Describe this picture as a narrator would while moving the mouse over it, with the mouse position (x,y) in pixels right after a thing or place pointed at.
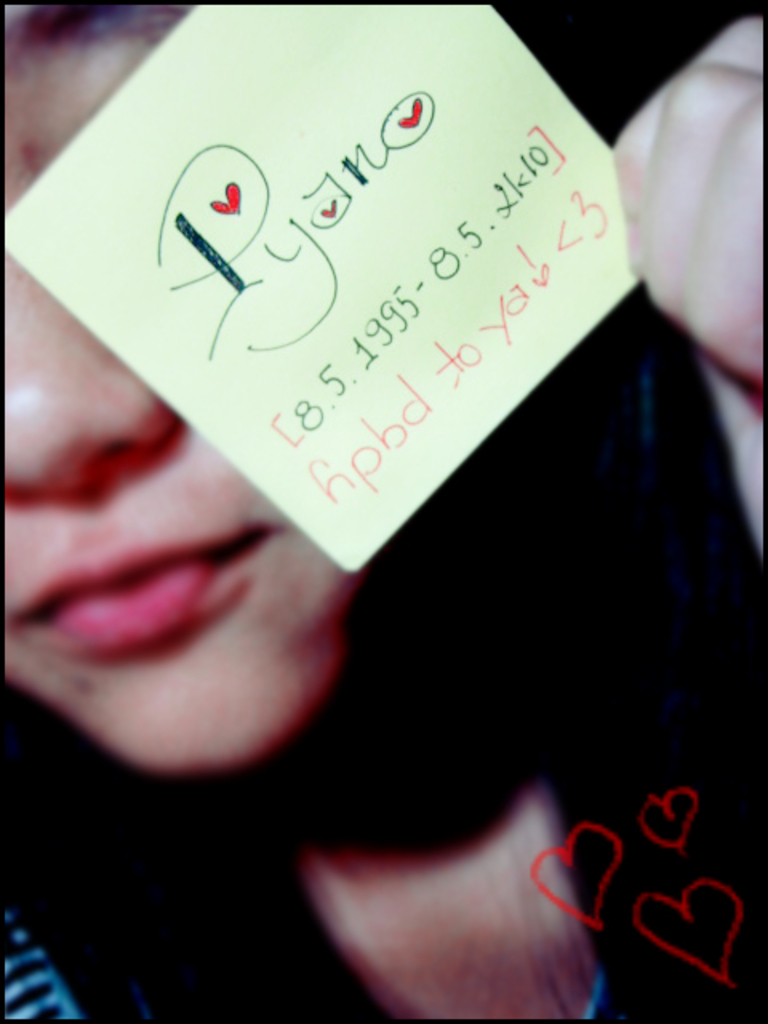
In this picture there is a woman (472,570) holding the paper (388,489) and there is a text (415,110) and there are numbers (510,206) on the paper (289,137). This picture is an edited picture.
